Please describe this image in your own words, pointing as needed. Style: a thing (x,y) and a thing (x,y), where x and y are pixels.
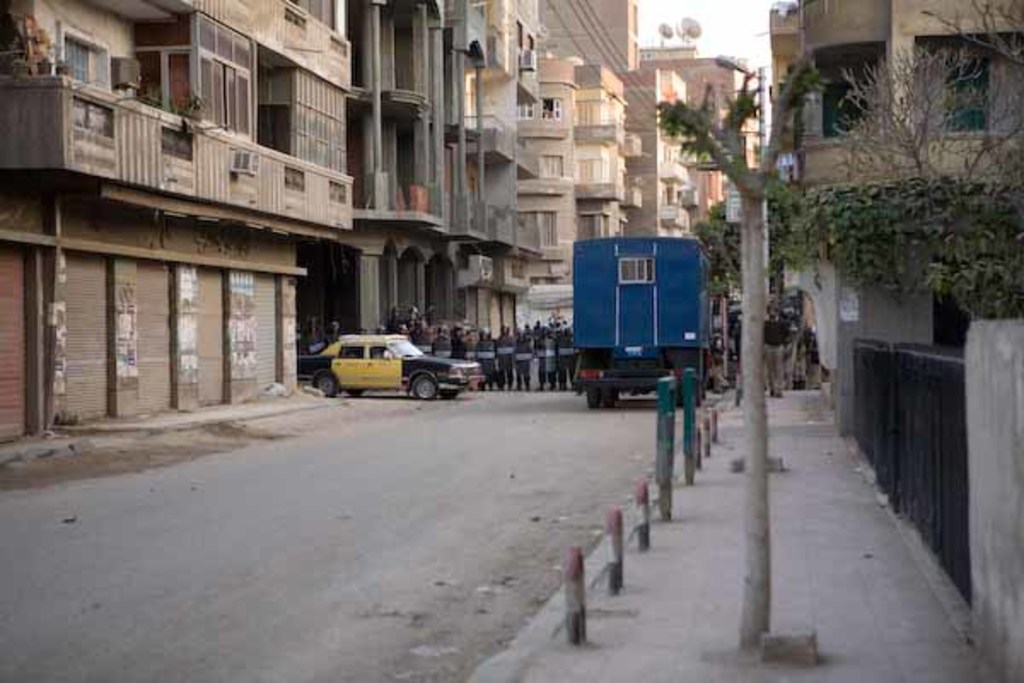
In this picture I can see a group of people (495,353) and two vehicles (604,367) in the middle (607,305), there are buildings (582,135) on either side of this image. On the right side (728,236) there are trees (725,222), at the top (735,26) I can see the sky (761,46).
